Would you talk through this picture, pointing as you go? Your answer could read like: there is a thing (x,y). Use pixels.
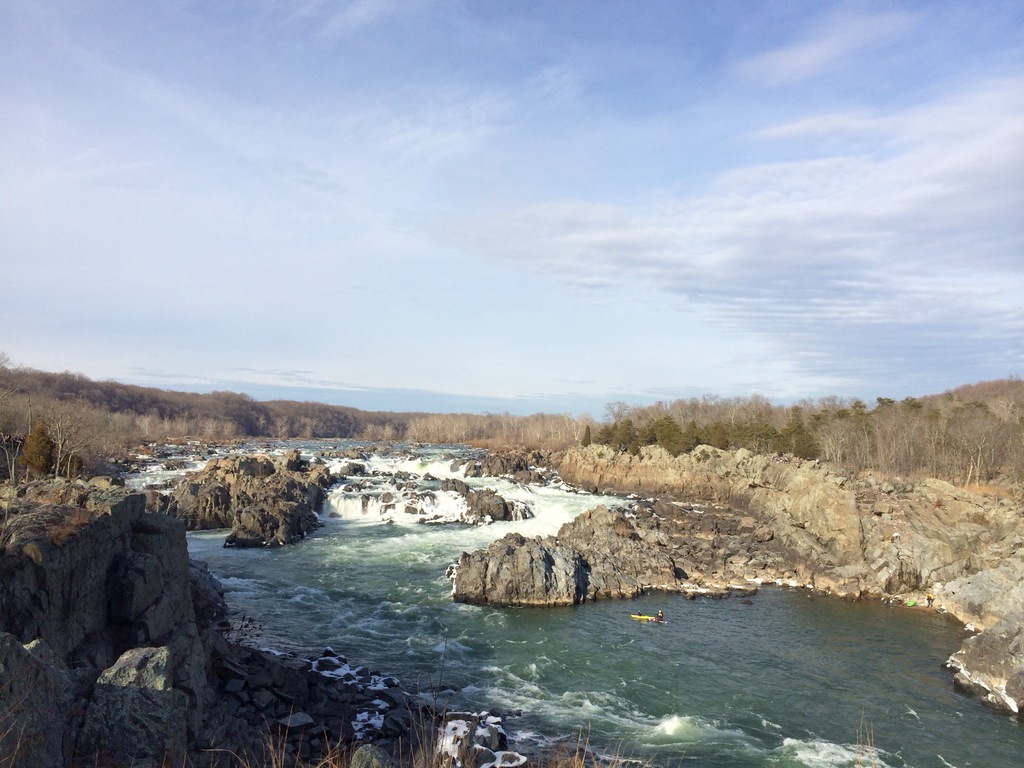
In this picture there is water (528,498) in the center of the image (579,500) and there are rocks (3,597) on the right (803,574) and left side of the image (260,487), there are trees (77,415) in the center of the image (566,428).
